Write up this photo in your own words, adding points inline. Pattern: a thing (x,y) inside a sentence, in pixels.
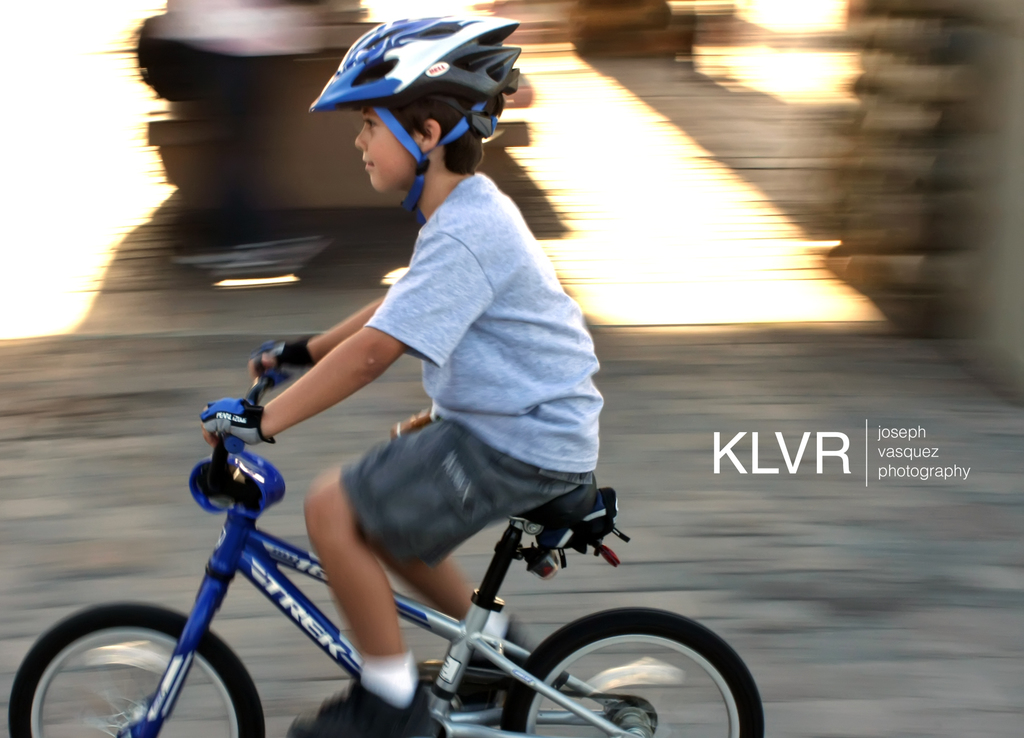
In this image I can see a child (455,353) riding a bicycle (261,487) and he is wearing a helmet (412,83).
